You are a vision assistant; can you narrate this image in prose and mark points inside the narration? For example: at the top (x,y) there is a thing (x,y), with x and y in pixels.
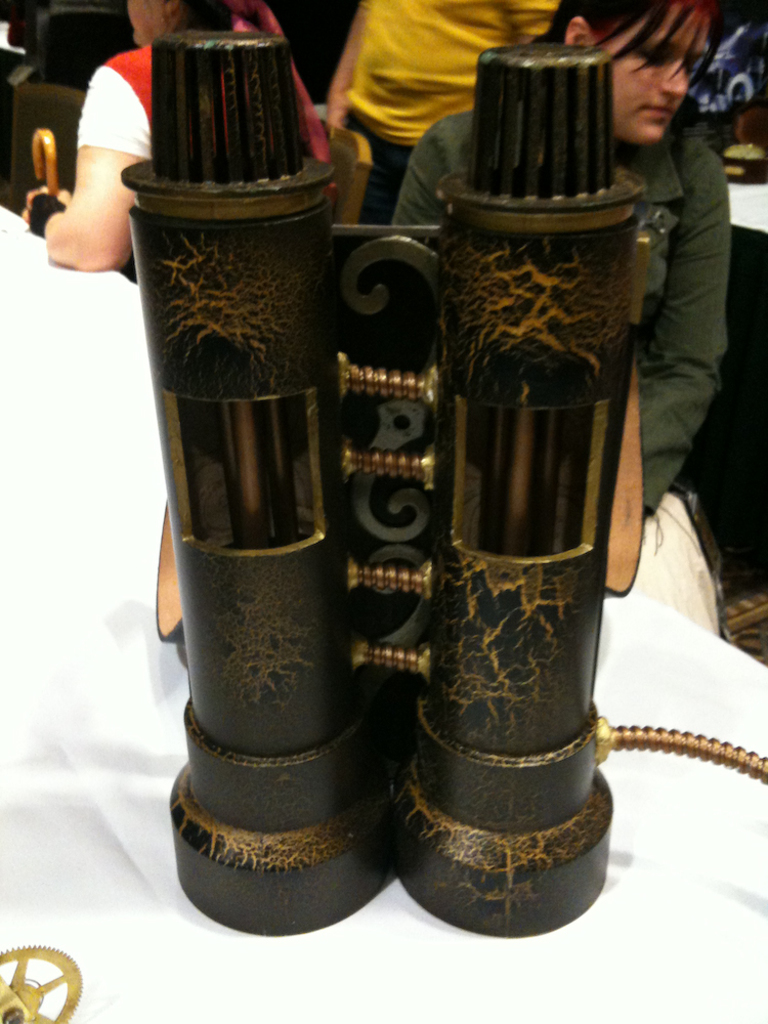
In this image there is a jetpack prop (324,479) in the middle (312,592) which is kept on the table (292,946). In the background (276,22) there are two people (269,23) sitting on the chair (691,488).
